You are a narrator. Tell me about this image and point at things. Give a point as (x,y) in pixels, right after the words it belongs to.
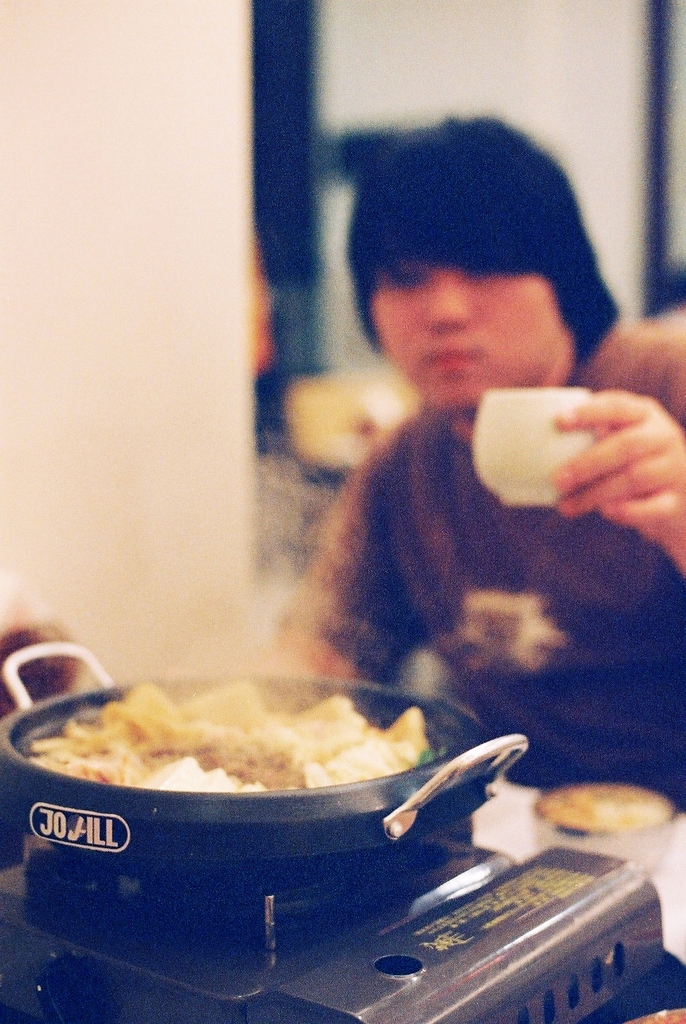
There is a food item (244,773) kept in a bowl (254,800) which is on a stove (294,932) is at the bottom of this image (390,896). There is one person (470,535) holding a cup (546,506) on the right side of this image (516,592). It seems like a wall (125,236) in the background (207,136).
